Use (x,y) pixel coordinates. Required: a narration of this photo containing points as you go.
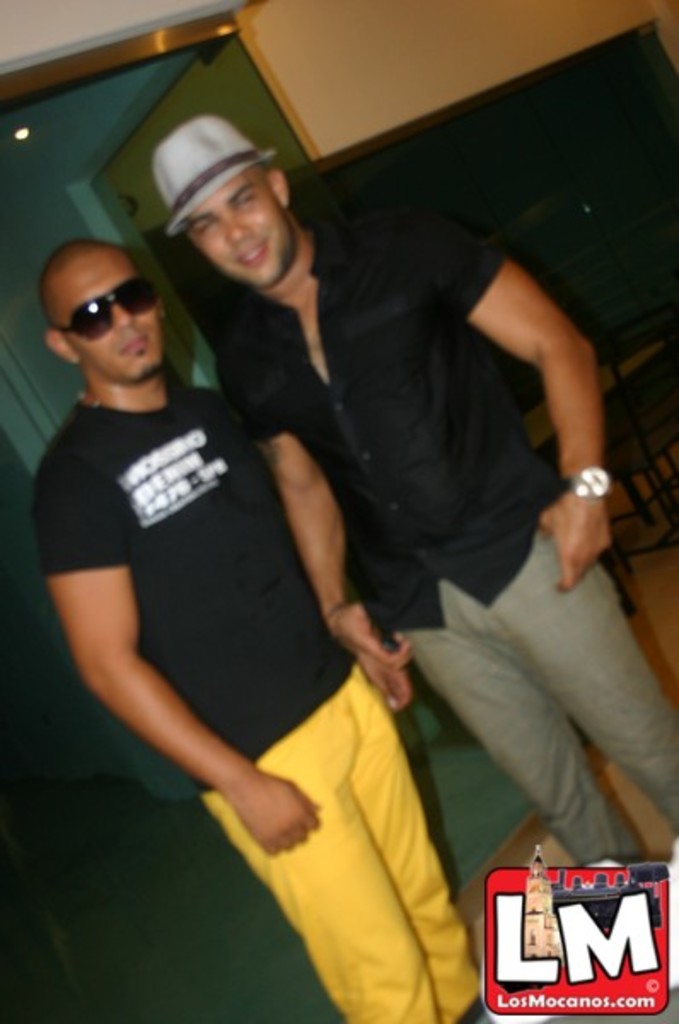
In this image we can see two persons (370,542) standing on the floor (525,834), there is a black color object (582,295), bench (661,544) and a light (26,133) to the ceiling (68,149) in the background (619,435).
